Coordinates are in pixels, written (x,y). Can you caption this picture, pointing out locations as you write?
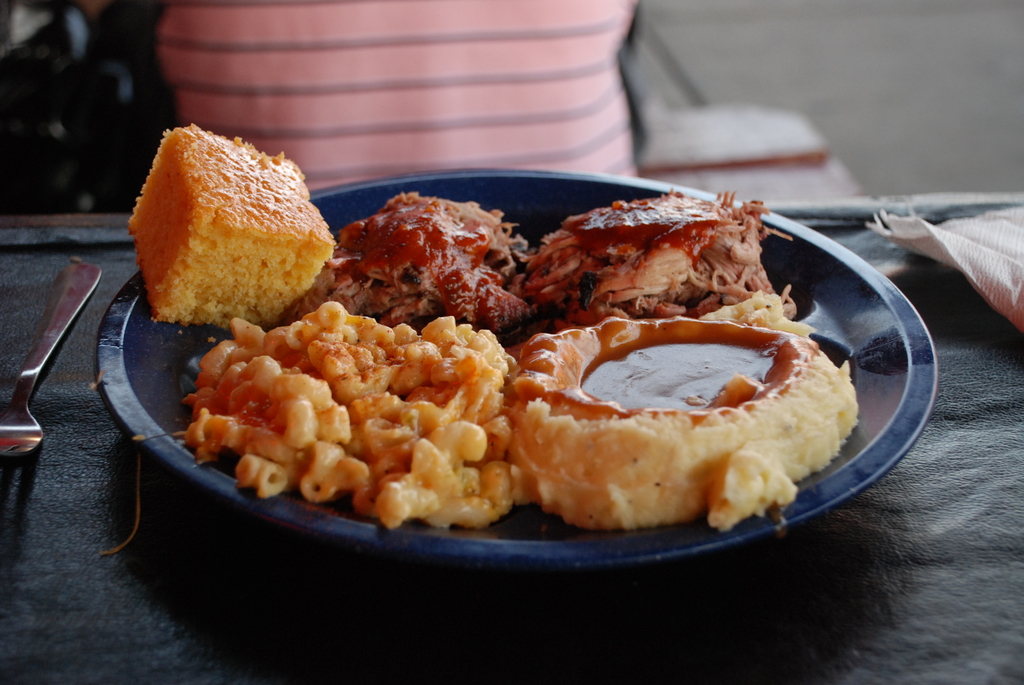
This image is taken indoors. At the bottom of the image (199,618) there is a table (151,594) with a table cloth (79,389) with a tissue paper (1002,252), a fork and a plate (403,188) with a few food items (356,303) on it. In the background (787,99) there is a wall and there is a person (414,84).
